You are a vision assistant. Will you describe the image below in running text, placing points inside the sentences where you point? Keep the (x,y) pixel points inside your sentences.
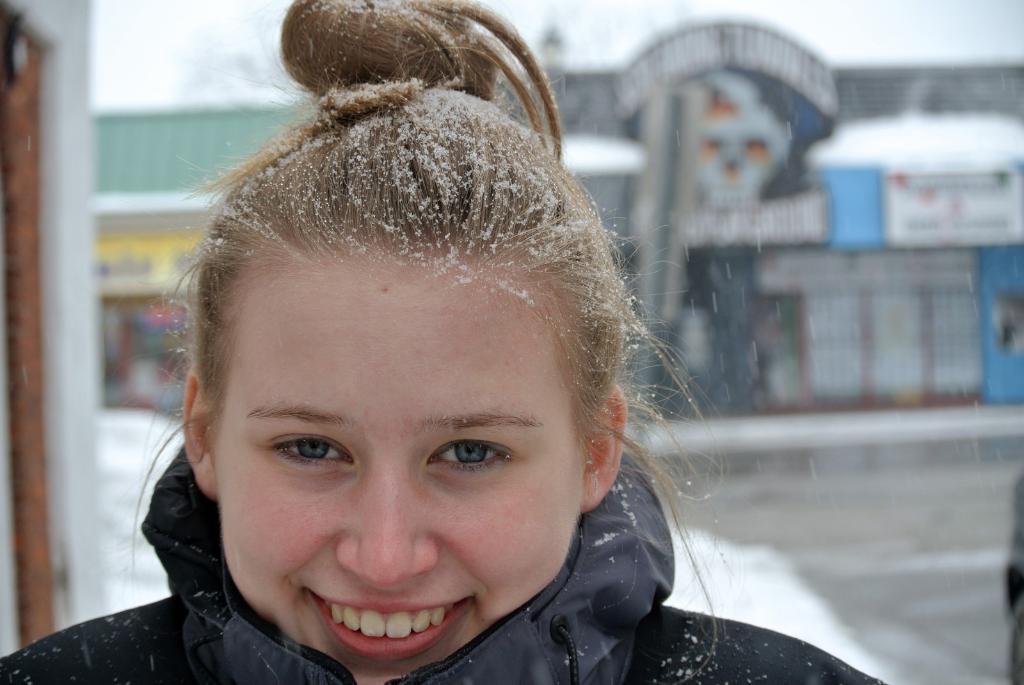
In this image I can see a woman (451,449) is smiling and wearing black dress (643,591). Back Side I can see a buildings (709,155) and snow (706,539). The sky (934,39) is in white color.
